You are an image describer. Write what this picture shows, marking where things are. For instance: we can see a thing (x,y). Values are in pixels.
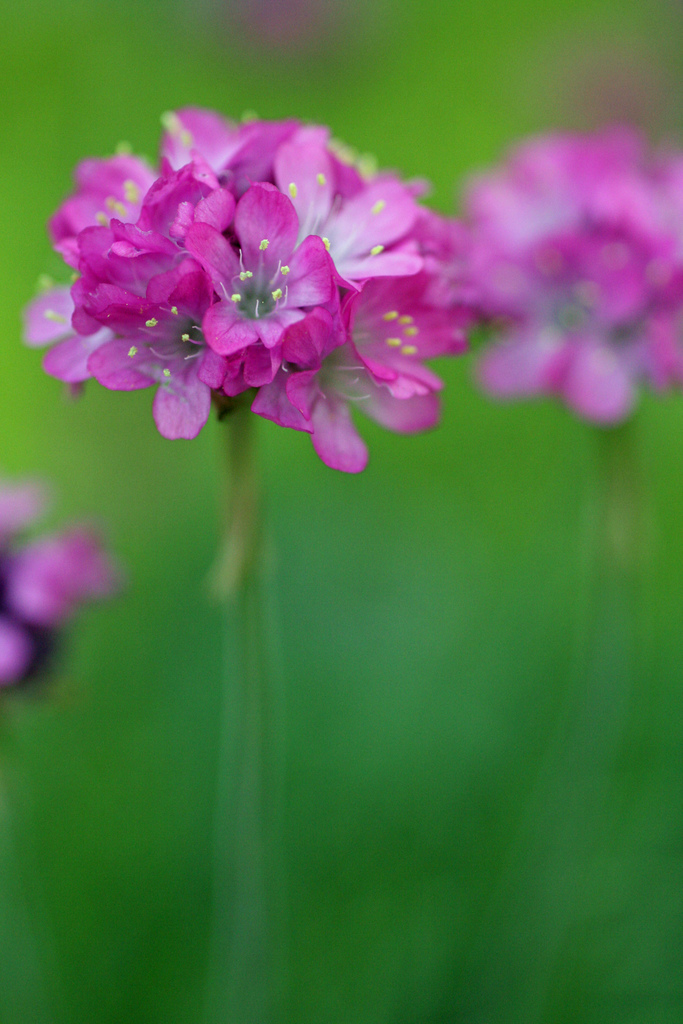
In this image in the foreground (258,198) there are pink color flowers (180,284), and there is blurry background (516,578).
